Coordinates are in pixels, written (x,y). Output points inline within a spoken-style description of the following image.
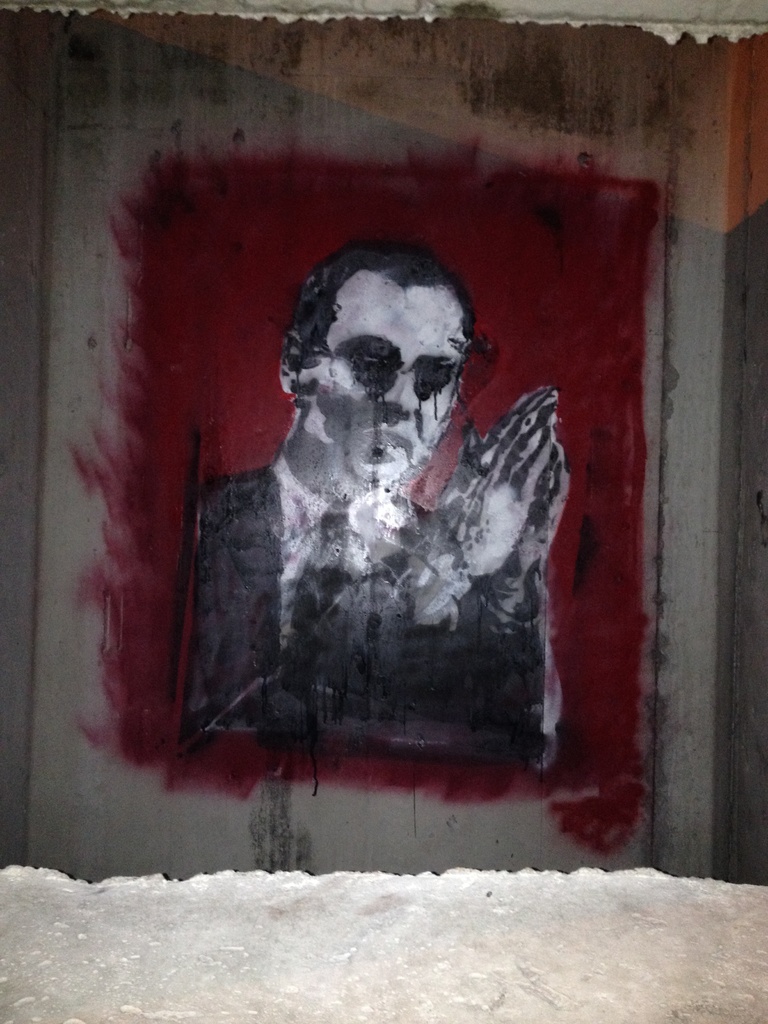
This picture shows painting (409,492) of a man (330,367) on the wall (413,770).
